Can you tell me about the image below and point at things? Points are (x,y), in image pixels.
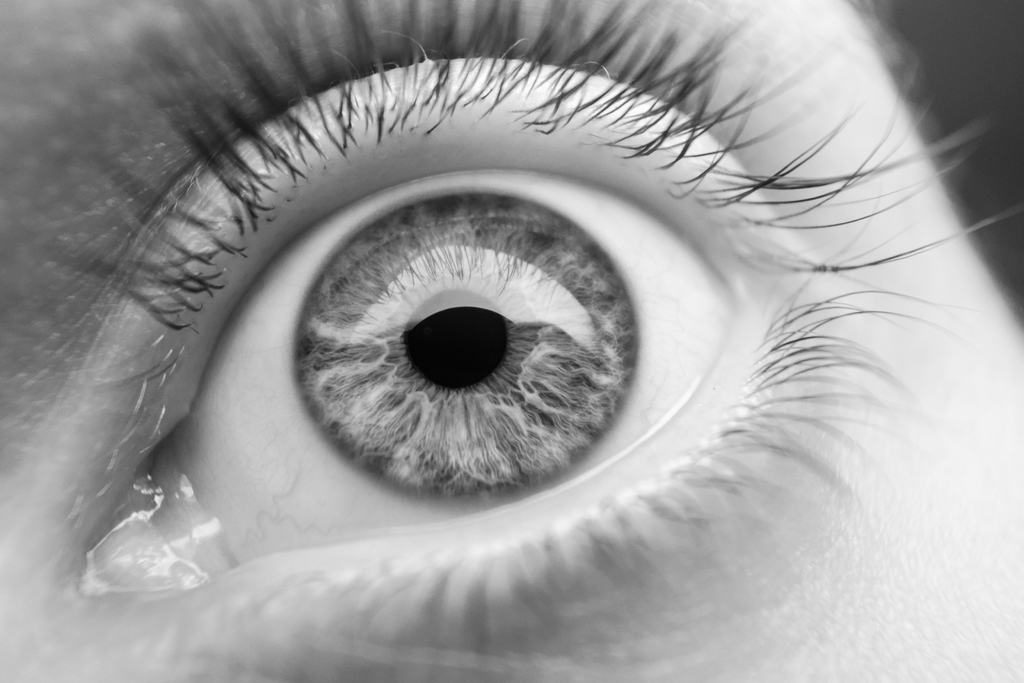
The picture consists of a person's eye (421,378).
